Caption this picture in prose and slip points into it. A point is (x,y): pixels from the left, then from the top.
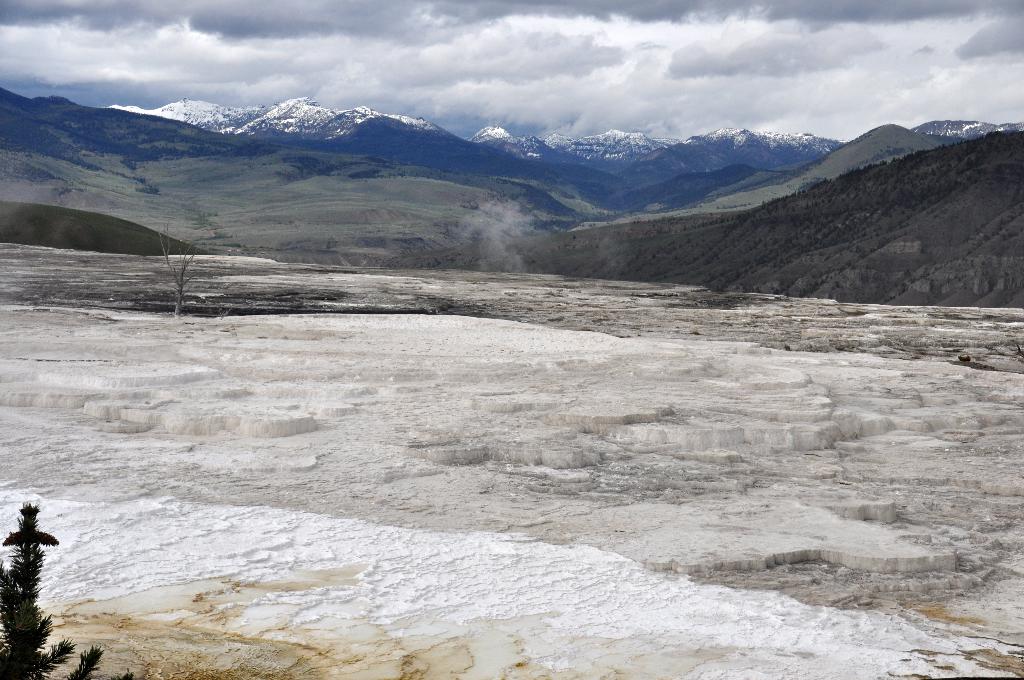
In this picture we can see trees (879,200), mountains (912,206) and we can see sky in the background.
